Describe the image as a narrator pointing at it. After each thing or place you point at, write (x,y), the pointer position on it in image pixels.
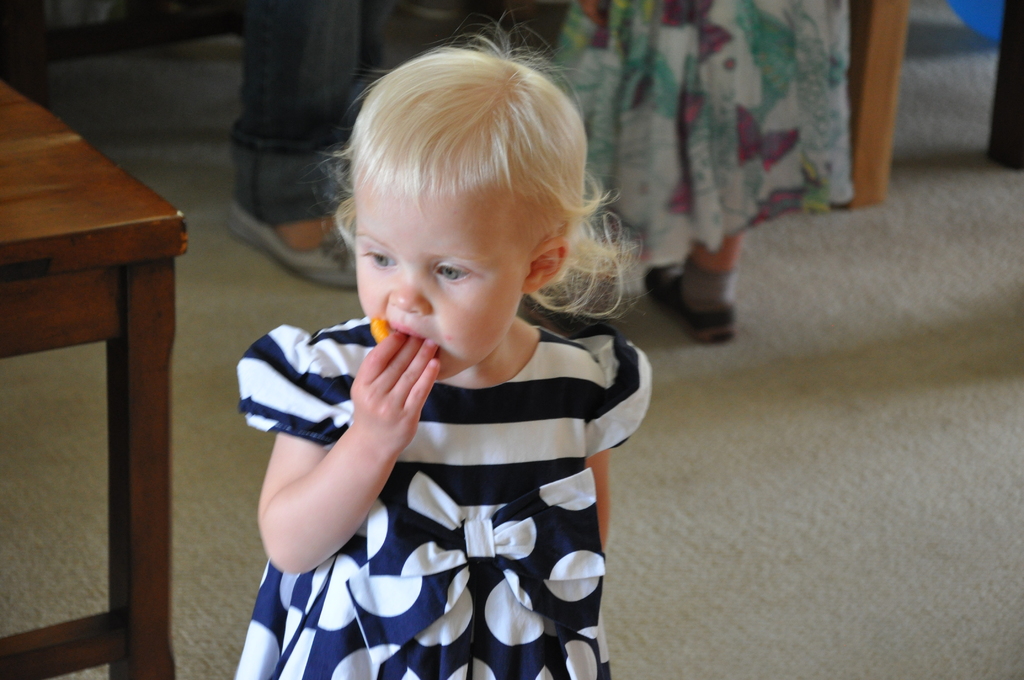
In this image I can see a children (395,494) standing on the floor (761,550). There is a table (24,240).
